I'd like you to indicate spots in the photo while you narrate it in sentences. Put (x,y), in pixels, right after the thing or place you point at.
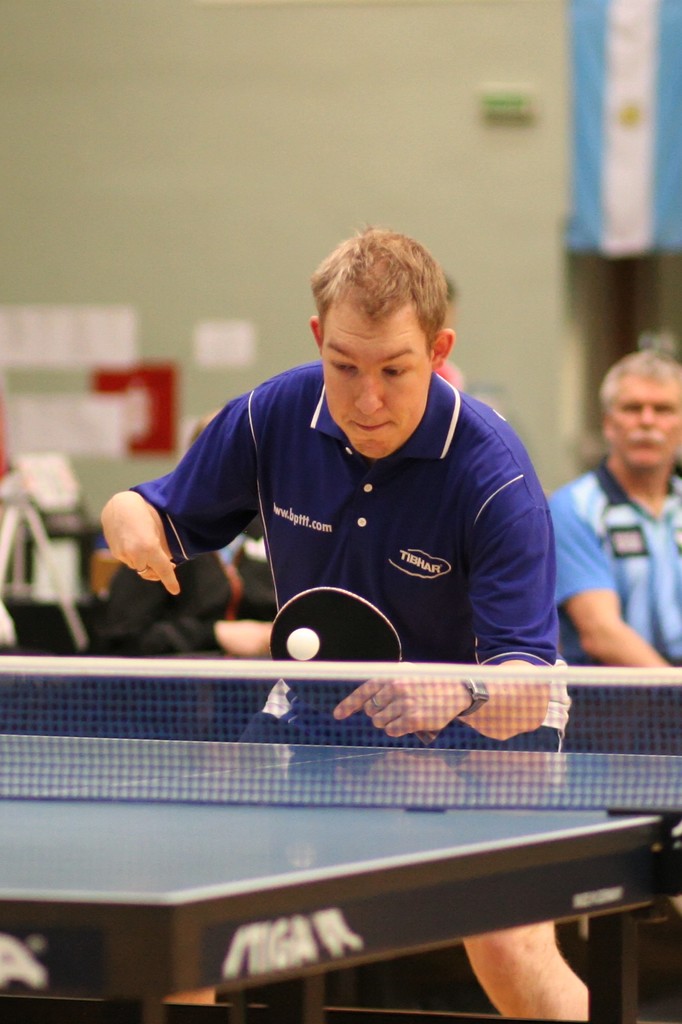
In this picture there is a man (400,608) holding a tennis bat (379,622) is hitting a white ball (310,636). A net (236,766) and tennis table (199,809) are visible. A person (612,544) is sitting to the right (637,551). There is a blue color cloth (582,228) onto the top right (588,178). There is a black bag (161,617) and a few objects (72,535) are kept on the left side (72,535). A white paper (72,424) and red paper (132,441) is seen on the wall (41,372).
